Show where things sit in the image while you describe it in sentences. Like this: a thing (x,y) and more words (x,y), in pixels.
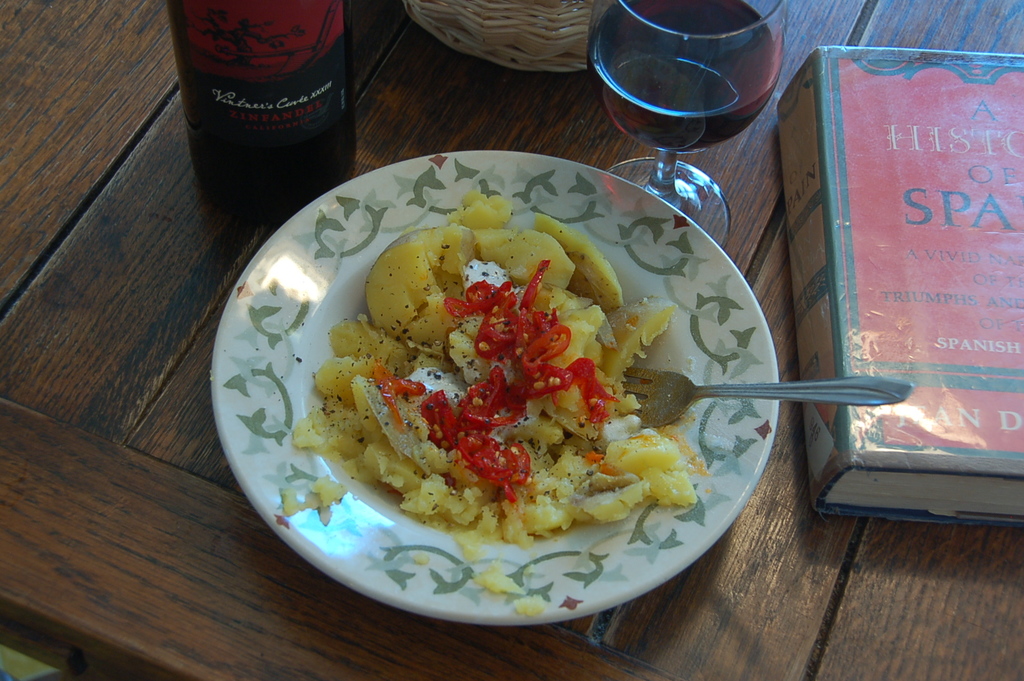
In this image, we can see a table (134,497) contains bottle (252,97), glass (692,91), book (827,107) and plate (720,437) with some food (494,470). There is a fork (669,401) in the middle of the image (663,378).
